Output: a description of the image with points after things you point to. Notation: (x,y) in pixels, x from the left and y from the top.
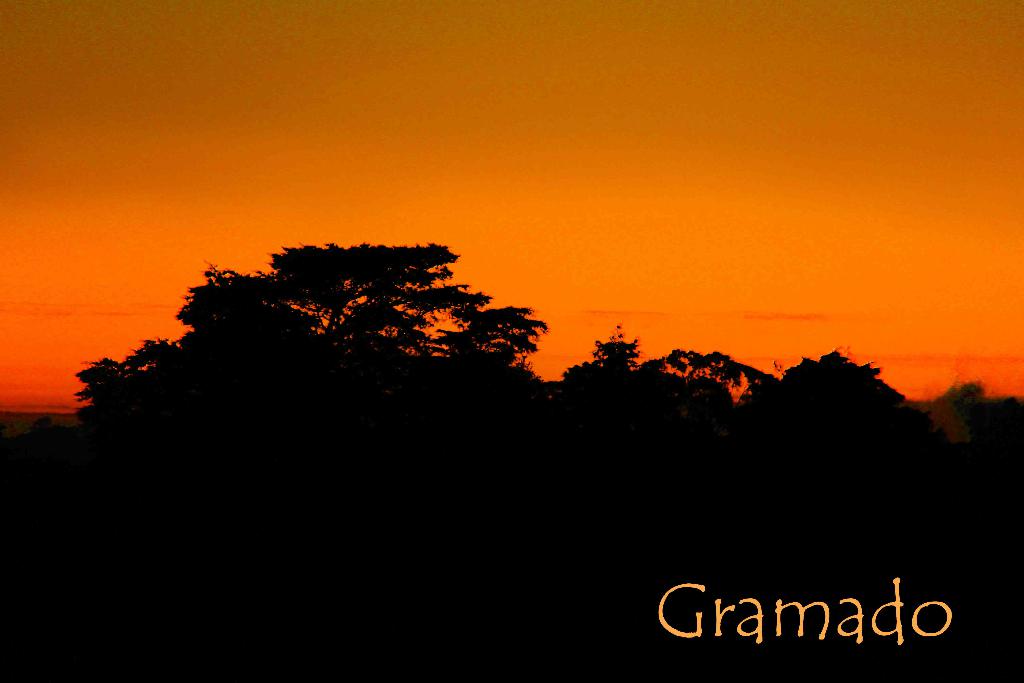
This picture consists of dark view at the bottom (712,554) and I can see trees (847,399) and text (909,618) at the bottom (950,624), in the middle (649,336) I can see orange color.
